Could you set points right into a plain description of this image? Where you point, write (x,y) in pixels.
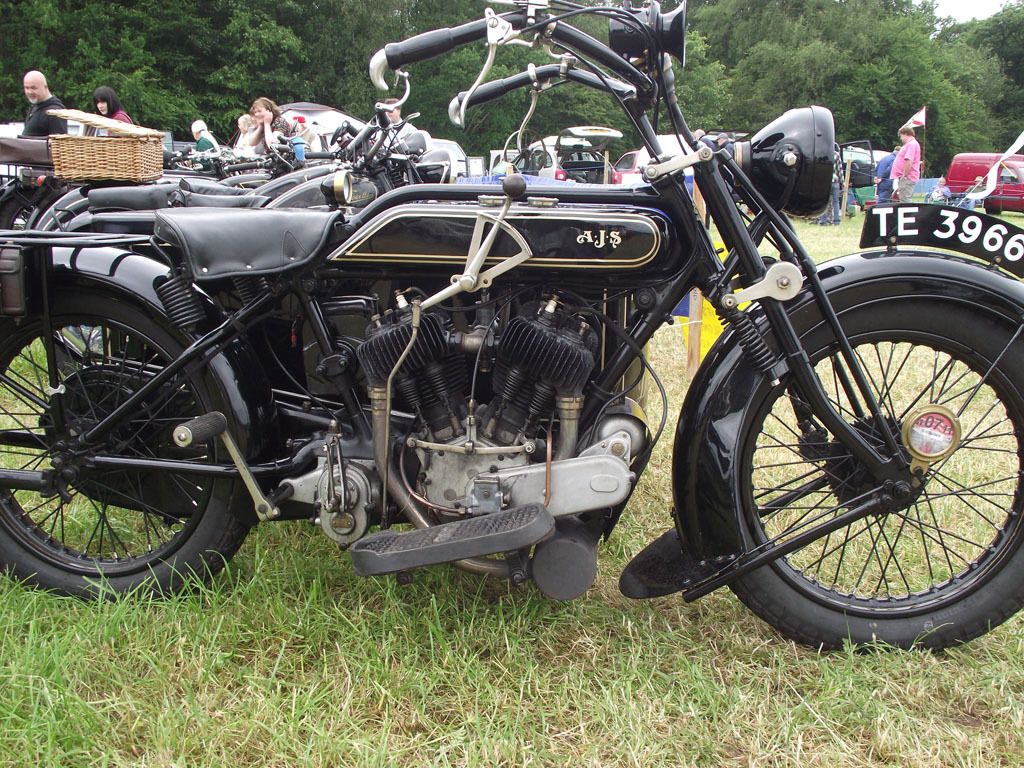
In this image I can see an open grass ground (81,605) and on it I can see few vehicles (831,307) and number of people (33,120). On the left side of this image (109,141) I can see a basket (146,138) and on the right side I can see a flag (920,128). I can also see number of trees (834,99) in the background (735,104).
